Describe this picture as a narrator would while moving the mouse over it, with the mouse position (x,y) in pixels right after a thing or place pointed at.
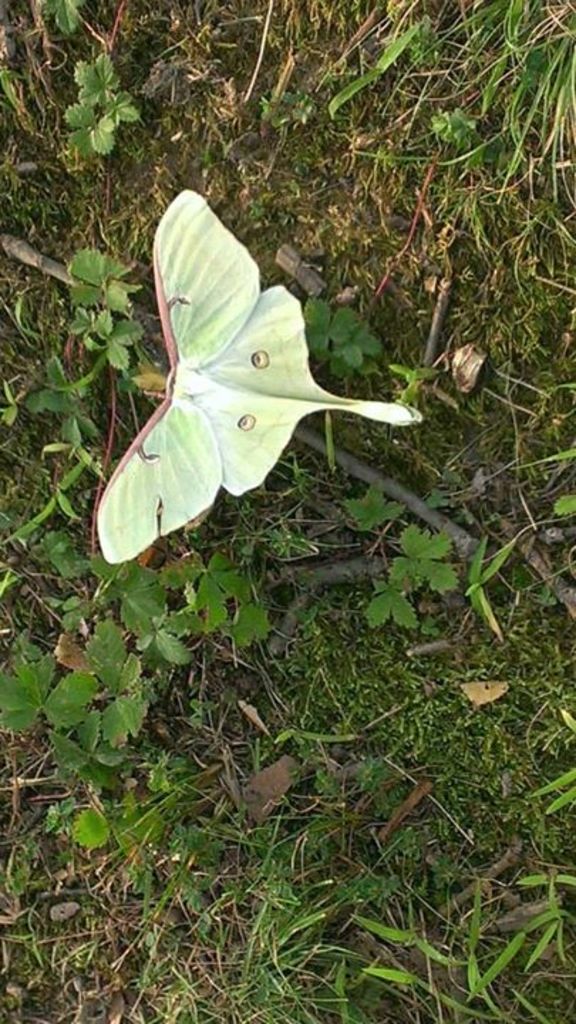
Here there is butterfly (228,370), these are green color plants (426,678).
